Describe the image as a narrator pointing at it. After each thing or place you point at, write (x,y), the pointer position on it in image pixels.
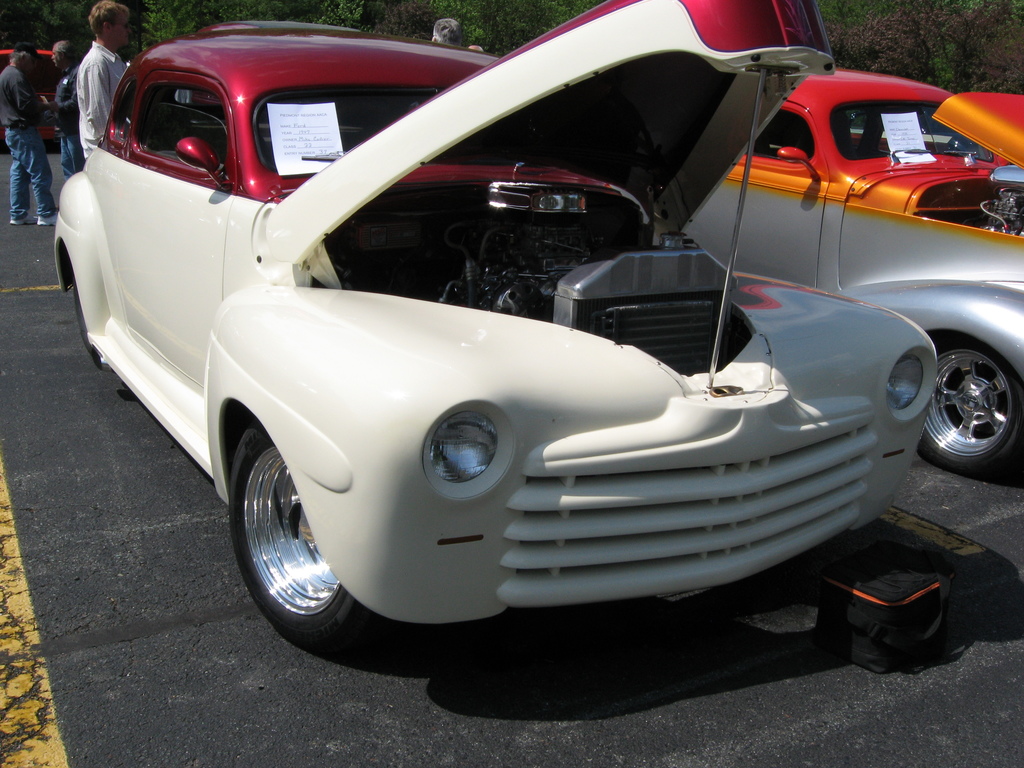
In this image I can see few vehicle (493,391). In front (342,345) the vehicle (478,386) is in red and white color. In the background (63,23) I can see few persons (110,1) standing and few trees (427,10) in green color.
